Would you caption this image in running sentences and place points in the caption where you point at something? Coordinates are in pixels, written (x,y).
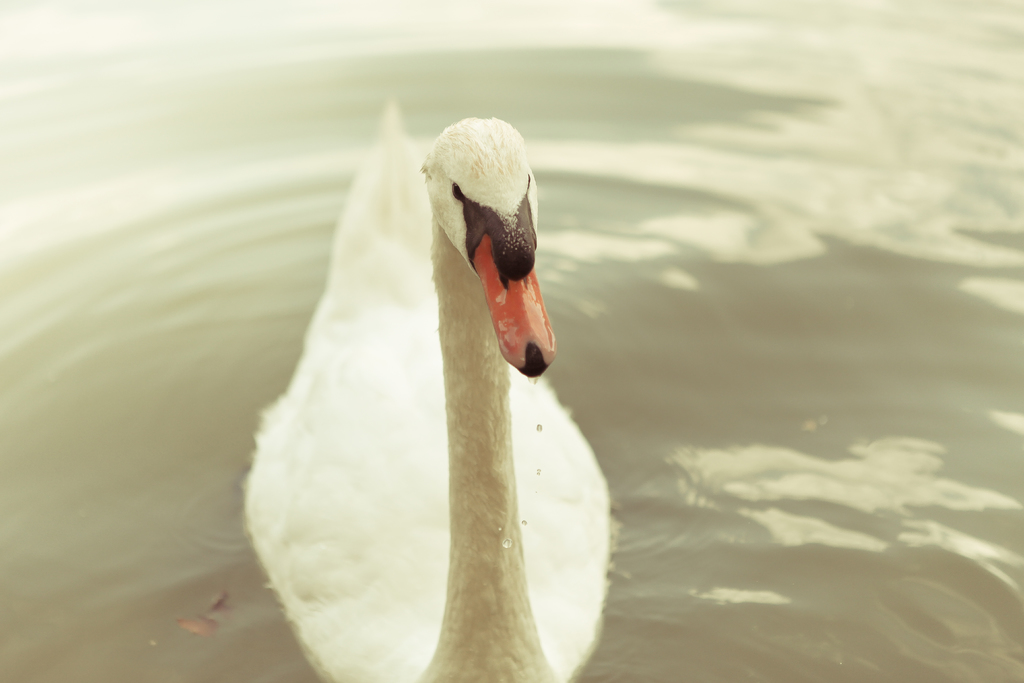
In this picture we can see a bird (455,422) in the water (729,256).
